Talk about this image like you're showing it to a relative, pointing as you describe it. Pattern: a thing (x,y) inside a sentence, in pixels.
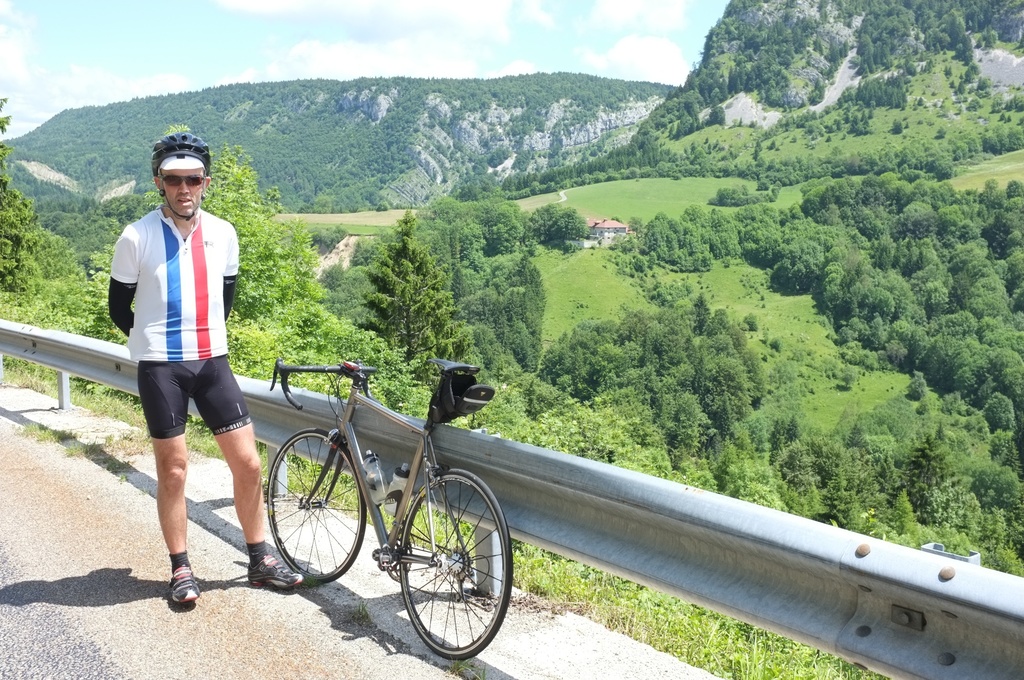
In the picture we can see a man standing on the part of the road (275,624) beside the railing (786,555) and we can also see a bicycle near the railing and behind the railing (872,624) we can see many plants (822,471), trees (397,298), hill slope (984,132) covered with trees (816,201), and in the background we can see hills (114,115) covered with trees (967,13) and behind it we can see the sky (121,39) with clouds (481,25).
